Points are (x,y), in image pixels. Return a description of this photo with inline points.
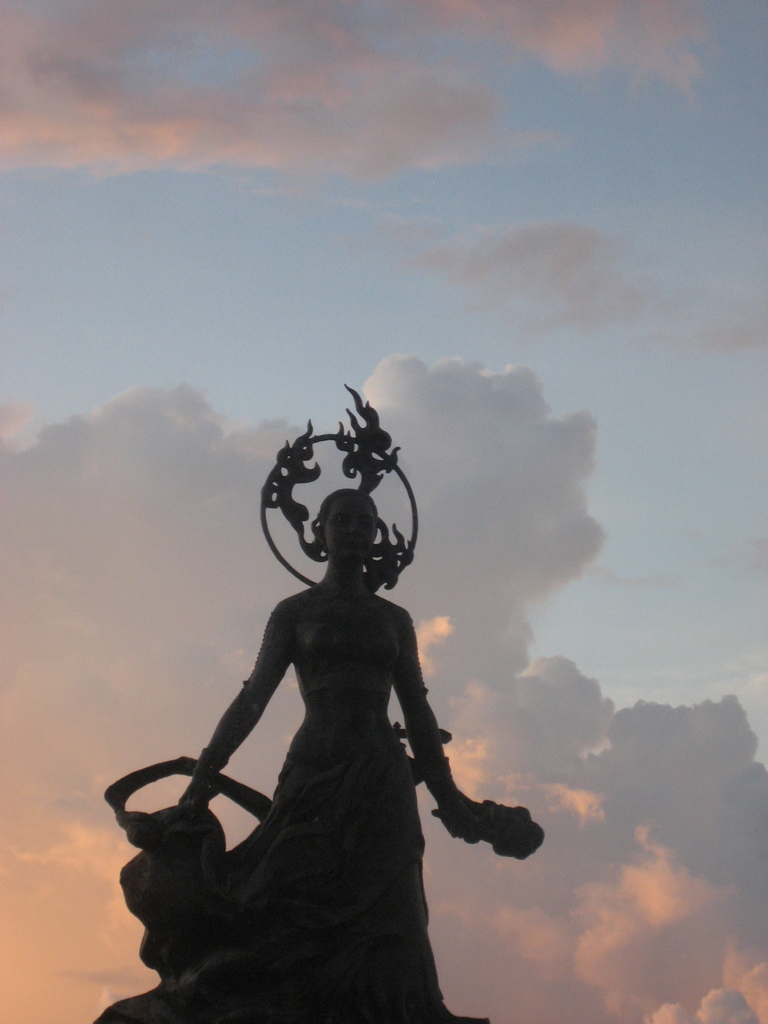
In this picture I can see the statue (321,711). I can see clouds (234,814) in the sky (370,279).
